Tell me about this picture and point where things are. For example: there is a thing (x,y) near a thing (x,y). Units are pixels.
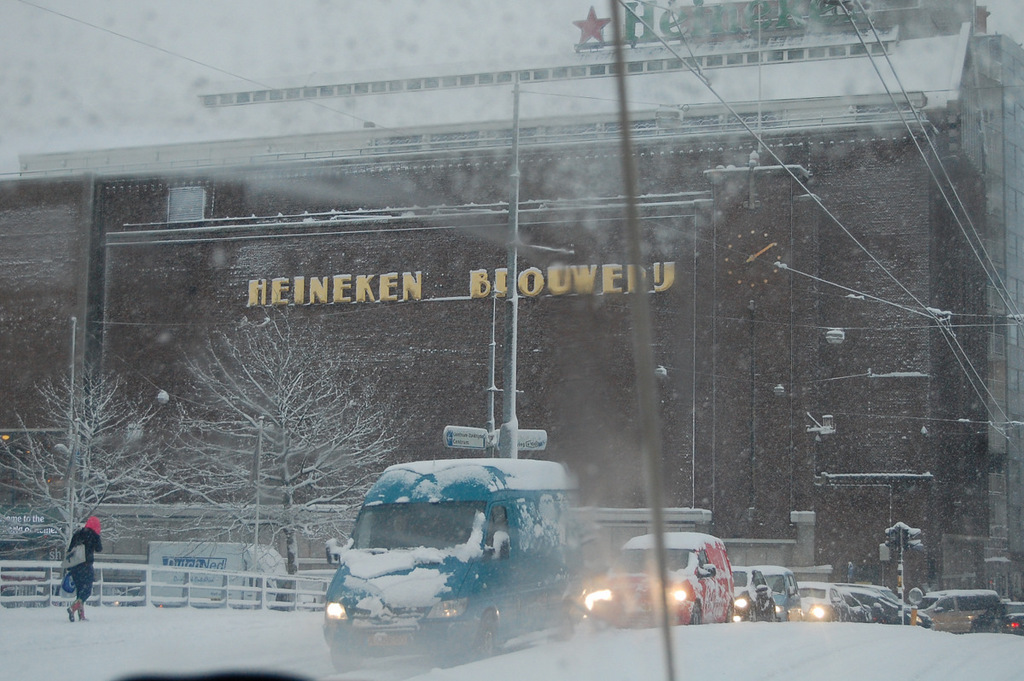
This is the picture of a road (700,649). In this image there are vehicles (674,607) on the road (617,633). On the left side of the image (78,603) there is a person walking on the footpath (39,628). At the back (432,378) there are buildings (19,378) and trees (331,409) and there are poles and there is a railing (264,604) on the footpath (2,625). At the top (940,191) there are wires (881,57). At the bottom (828,668) there is snow (864,657).
